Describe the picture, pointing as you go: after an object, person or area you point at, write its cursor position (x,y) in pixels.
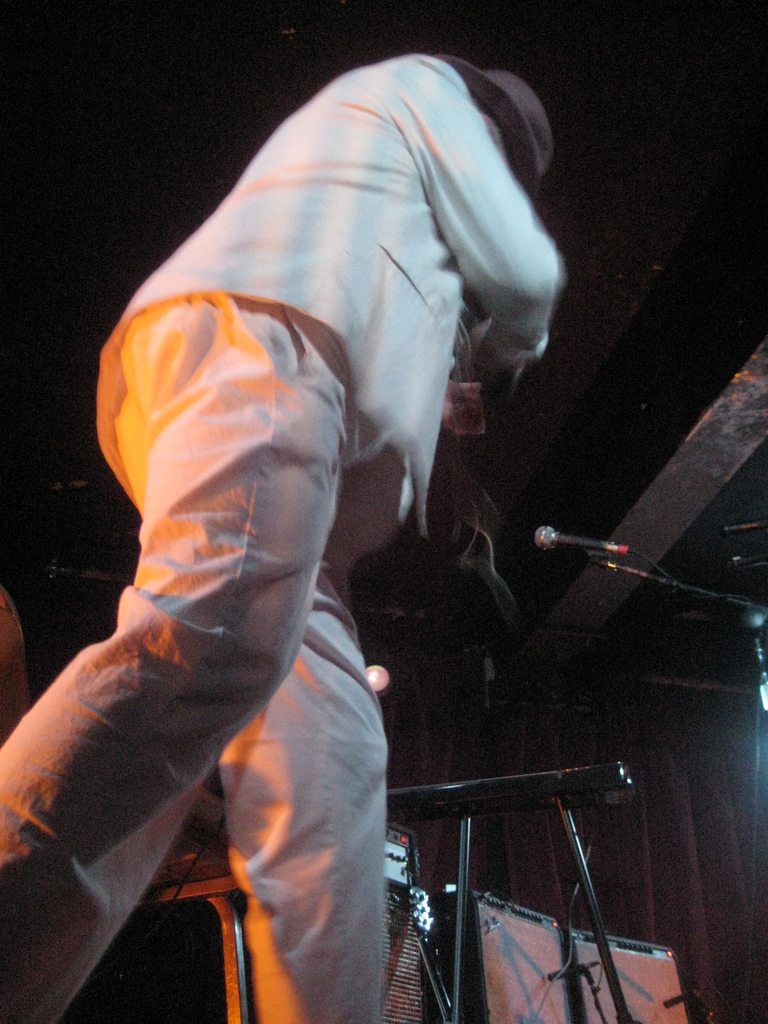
In the image a man (281,895) is standing and holding a musical instrument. Behind him there are some microphones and musical devices (394,920).
